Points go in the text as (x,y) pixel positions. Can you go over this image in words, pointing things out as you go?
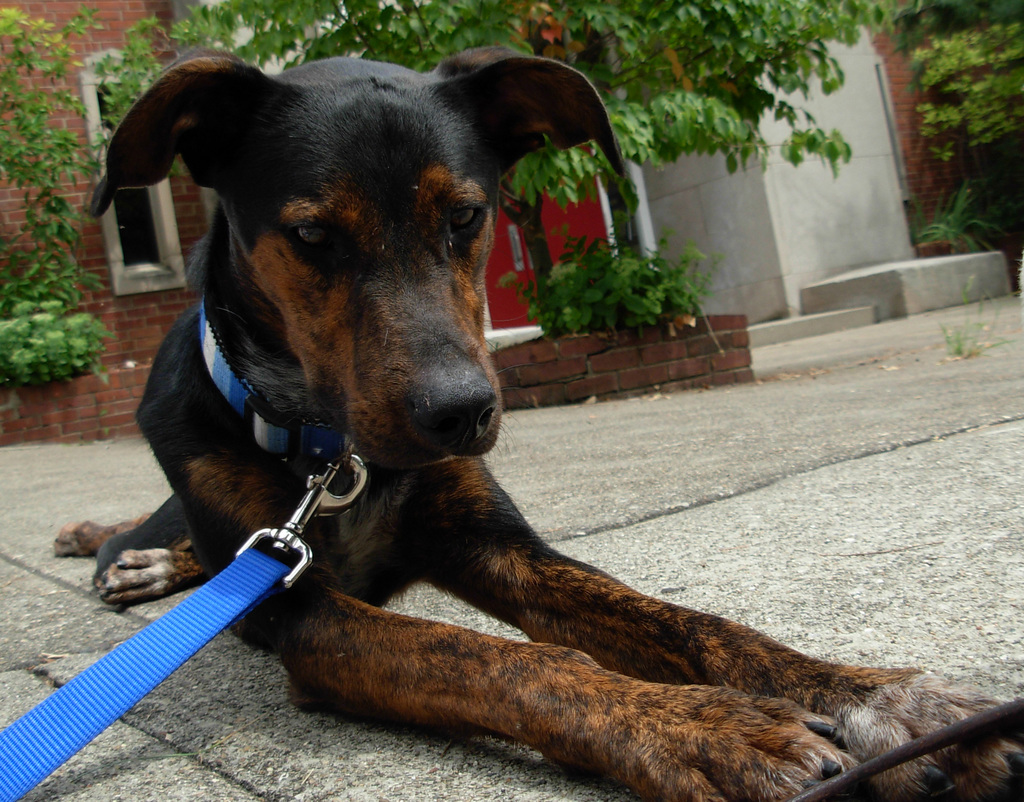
In the image there is a dog (446,553) laying on the ground (562,469) and there is a blue chain (110,688) tied around the neck (238,333) of the dog (228,438) and in the background (54,111) there is a house (79,302) and in front of the house (710,245) there are few trees (626,257).
